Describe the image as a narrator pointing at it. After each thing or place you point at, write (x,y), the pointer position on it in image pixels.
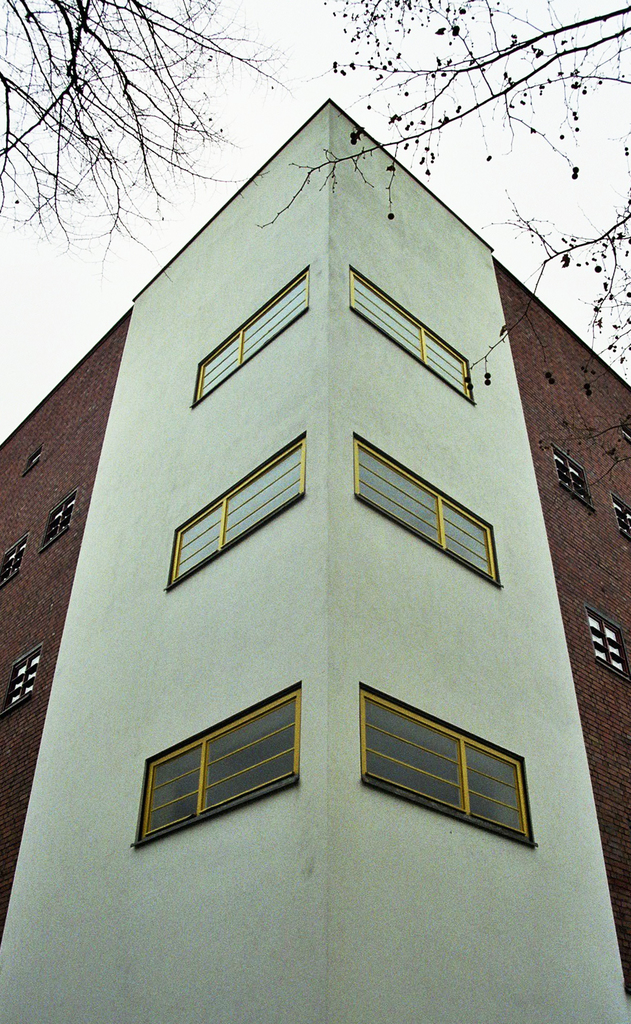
In this image in the foreground (506,450), I can see the building (111,597), and at the top left hand corner (117,213), I can see the branch (260,72) of the tree (26,146) and same as on the right side (616,326).
